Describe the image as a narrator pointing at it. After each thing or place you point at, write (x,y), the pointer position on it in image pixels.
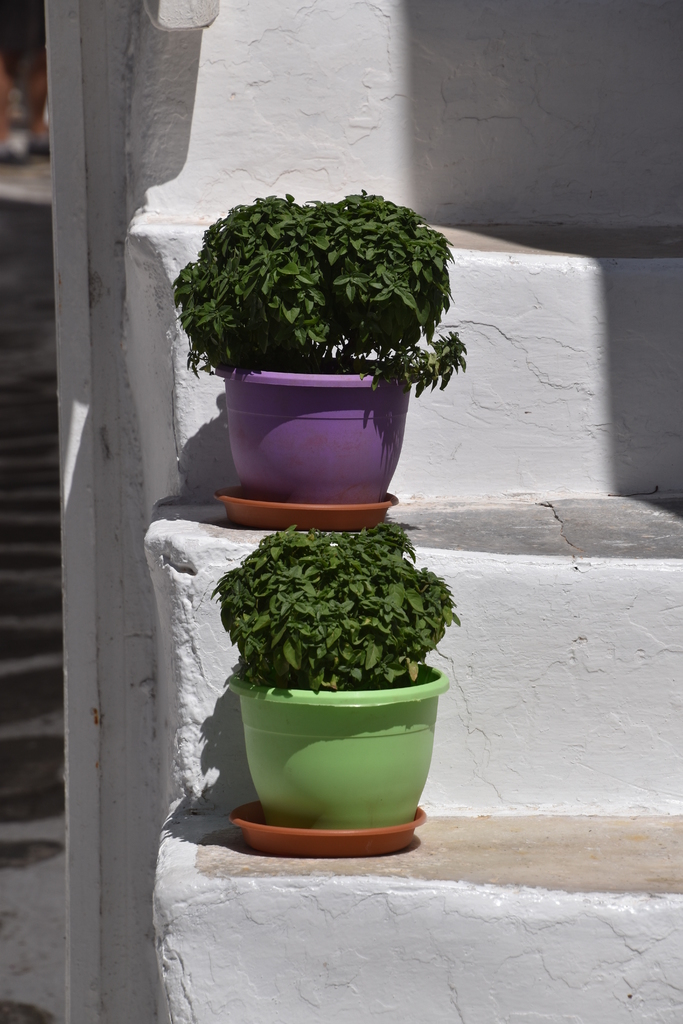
In this image I can see plants (406,649) in green color and the pots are in purple and green color on the stairs (260,1013).
